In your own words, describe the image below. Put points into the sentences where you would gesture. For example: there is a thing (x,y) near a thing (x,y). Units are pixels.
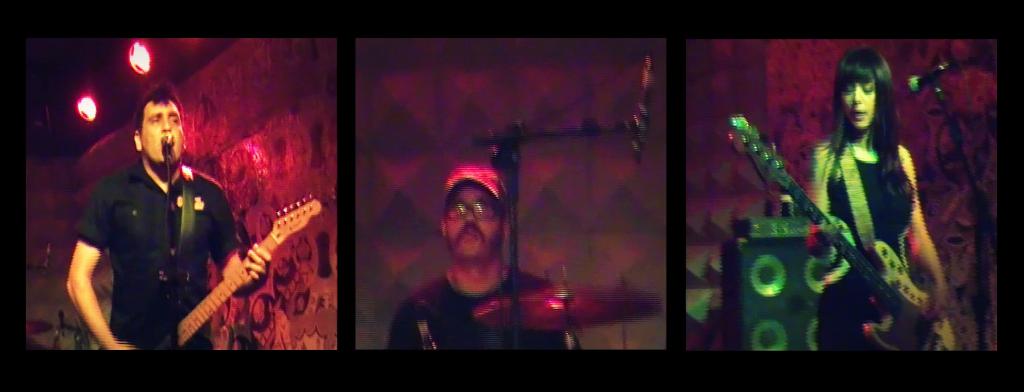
In this image I see a collage of pictures in which there are 2 men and a woman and this both are holding the guitar (753,136) and this man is near the musical instrument (622,301).
